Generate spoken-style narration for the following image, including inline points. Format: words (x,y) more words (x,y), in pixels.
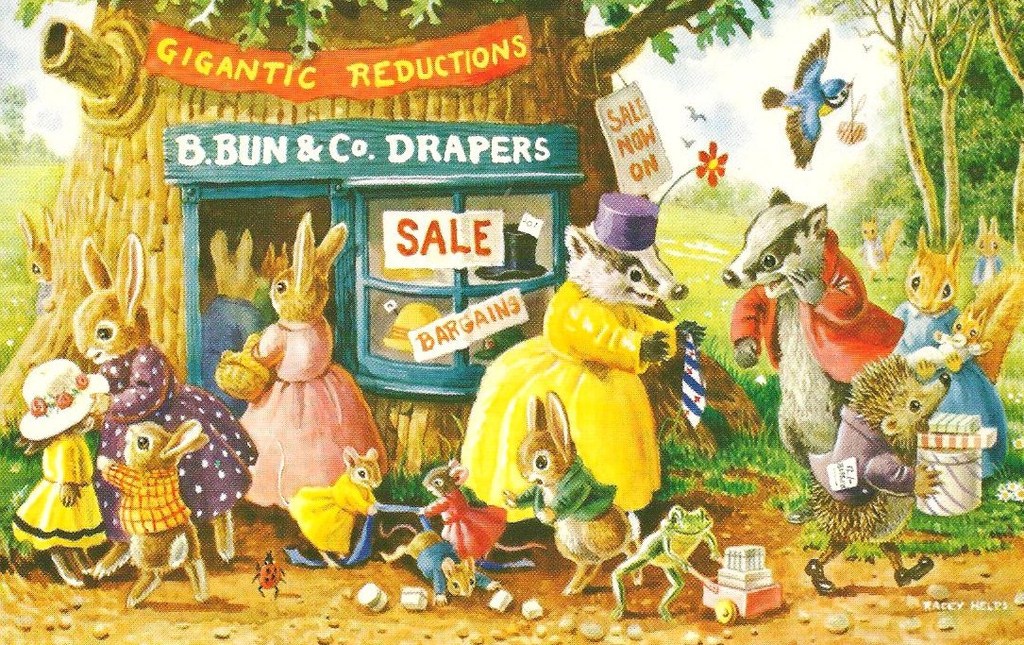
This looks like a poster. There are trees (157,110) in this image. There is a small store (380,245) in this image. There are animals (566,505), which are wearing dresses (569,426) in this image. There are so many types of animals (503,506). There is a bird (829,92) at the top (810,73).
